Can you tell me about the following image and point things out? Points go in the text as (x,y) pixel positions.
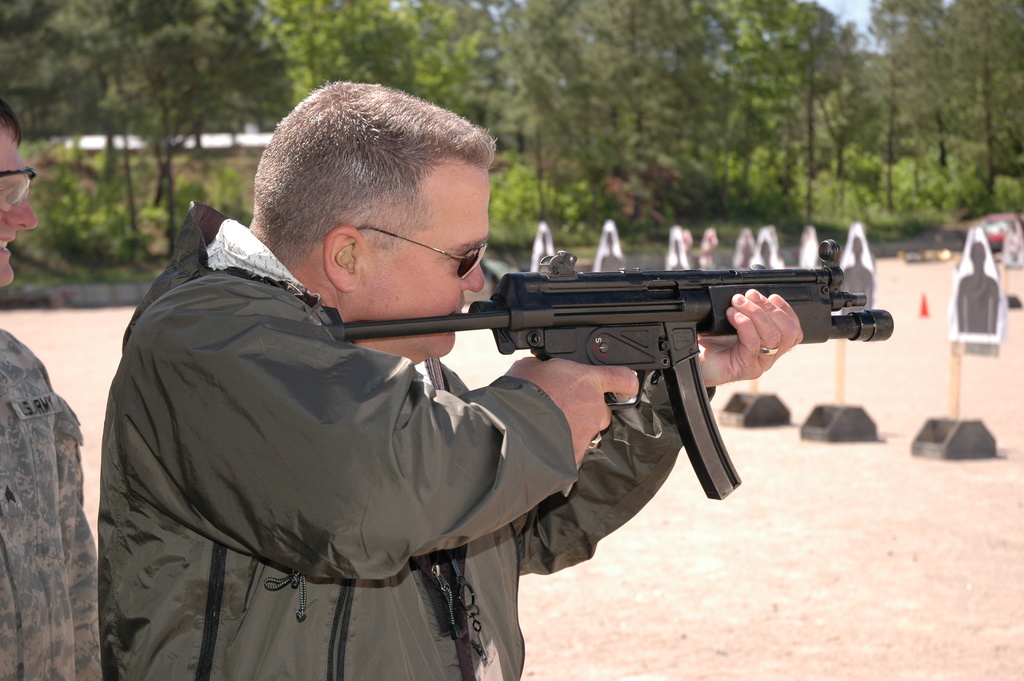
In this image there is a man (451,334) wearing glasses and holding gun (631,301). There is also another man (56,443) with glasses (5,197). Image also consists of persons board (975,261) attached to the wooden pole (959,381) and is placed on the land (786,557). In the background (744,93) there are many trees (664,52).
